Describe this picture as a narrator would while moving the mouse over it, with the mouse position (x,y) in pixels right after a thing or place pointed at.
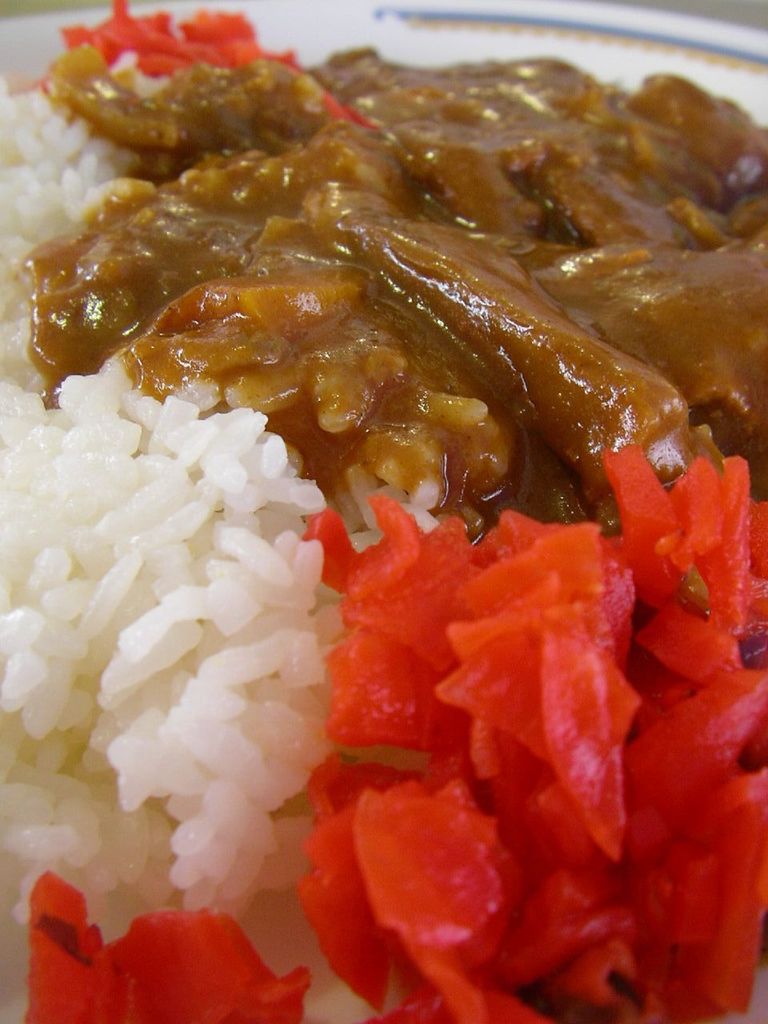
In this picture I can see the food item (326,610) in the plate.
